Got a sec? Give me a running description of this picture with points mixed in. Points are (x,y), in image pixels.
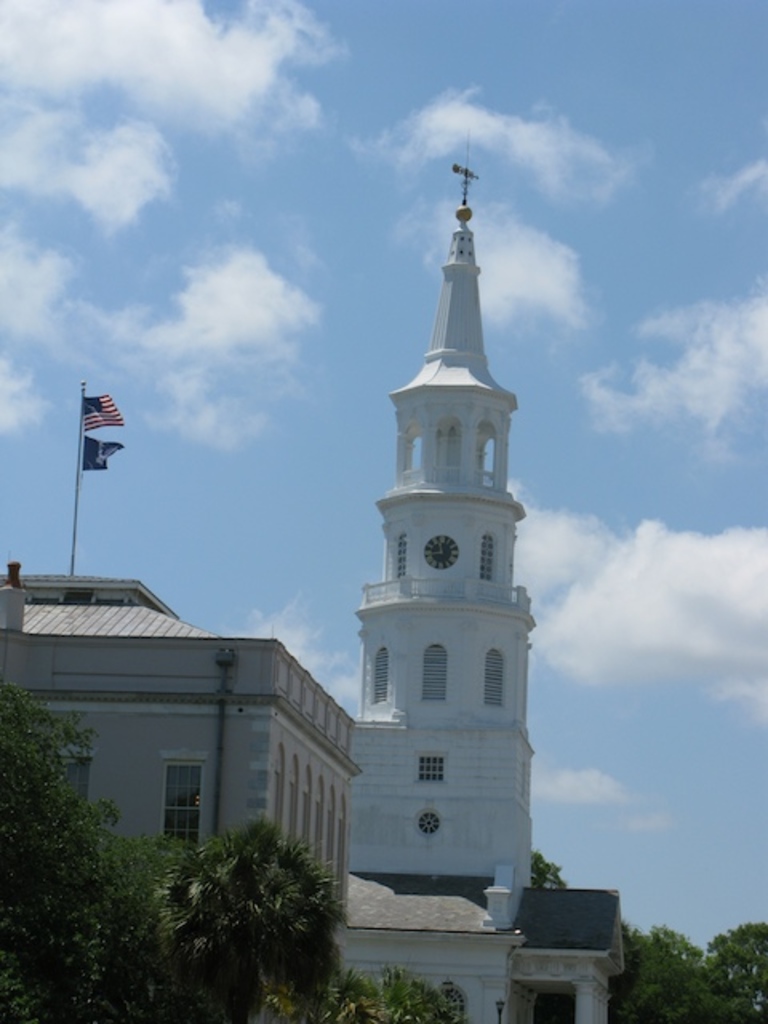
In the image there are buildings (121,771) in the back (457,490) with clock tower (460,504) above it with flags (90,419) on the left side (235,688) building (83,584) with trees (270,938) in front of it and above its sky (338,174) with clouds (199,362).
